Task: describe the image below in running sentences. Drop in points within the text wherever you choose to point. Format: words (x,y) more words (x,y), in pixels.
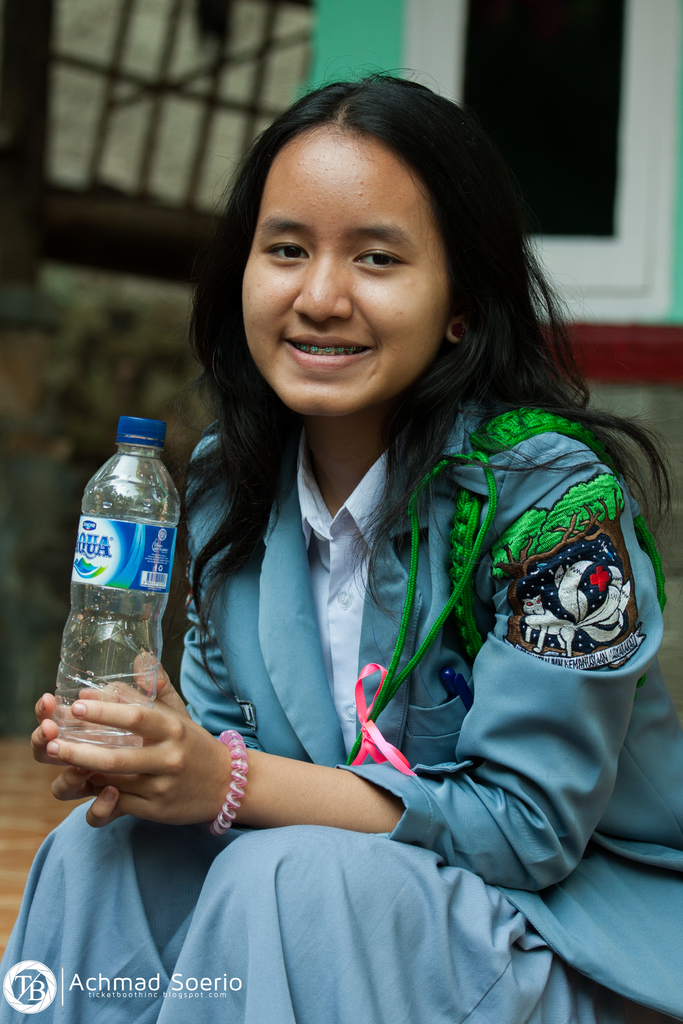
In this picture, we see woman (388,641) sitting. The woman (478,989), she wore blue color dress (441,785). She is having bracelet (228,794) wore on her hands (218,795). She is carrying water bottle (91,591) in her hands (115,708). Woman (142,719) is smiling. Behind her, we find wall (630,339) in black, white, red color. To the left of her, we can see staircase (100,143).
